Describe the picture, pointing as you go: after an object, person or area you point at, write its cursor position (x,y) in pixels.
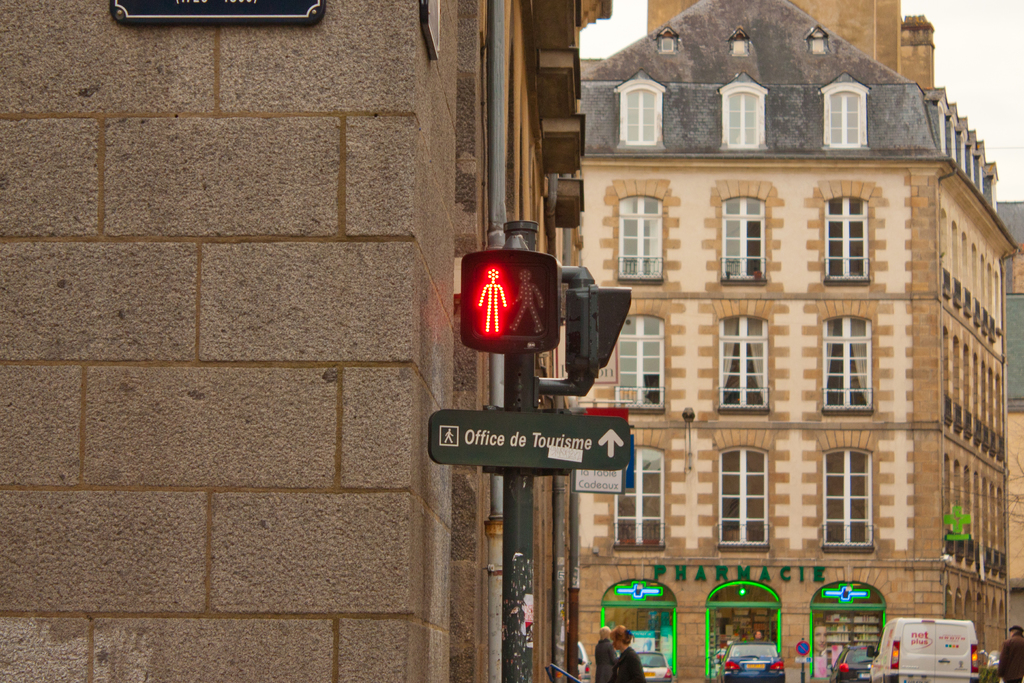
In this image, we can see a pole (508,640), on that pole (533,370) there is a pedestrian signal (527,328) and we can see some buildings (369,247).
